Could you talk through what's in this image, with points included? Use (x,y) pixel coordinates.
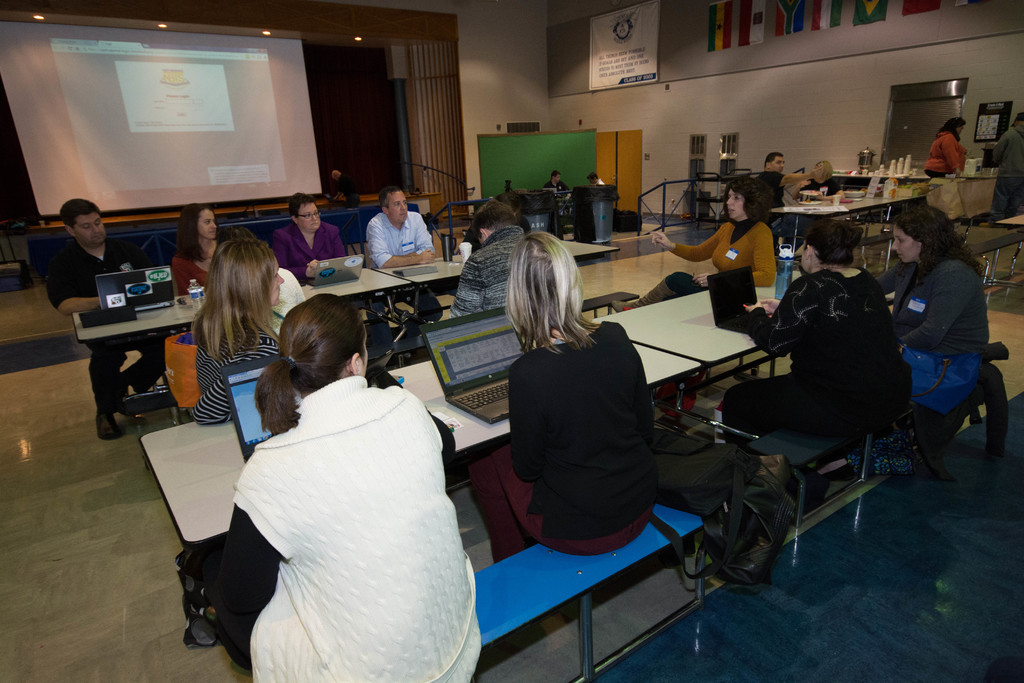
There are group of people (309,605) sitting on the chairs (571,561). This is a table (458,435) with laptops (730,290) and water bottle (787,266) on it. I can see a woman (935,149) standing. This looks like a screen (232,139) with a display (211,139). And here is a banner (633,57) hanging to the wall (700,58). I can see flags (797,11) attached to the wall (697,26).
